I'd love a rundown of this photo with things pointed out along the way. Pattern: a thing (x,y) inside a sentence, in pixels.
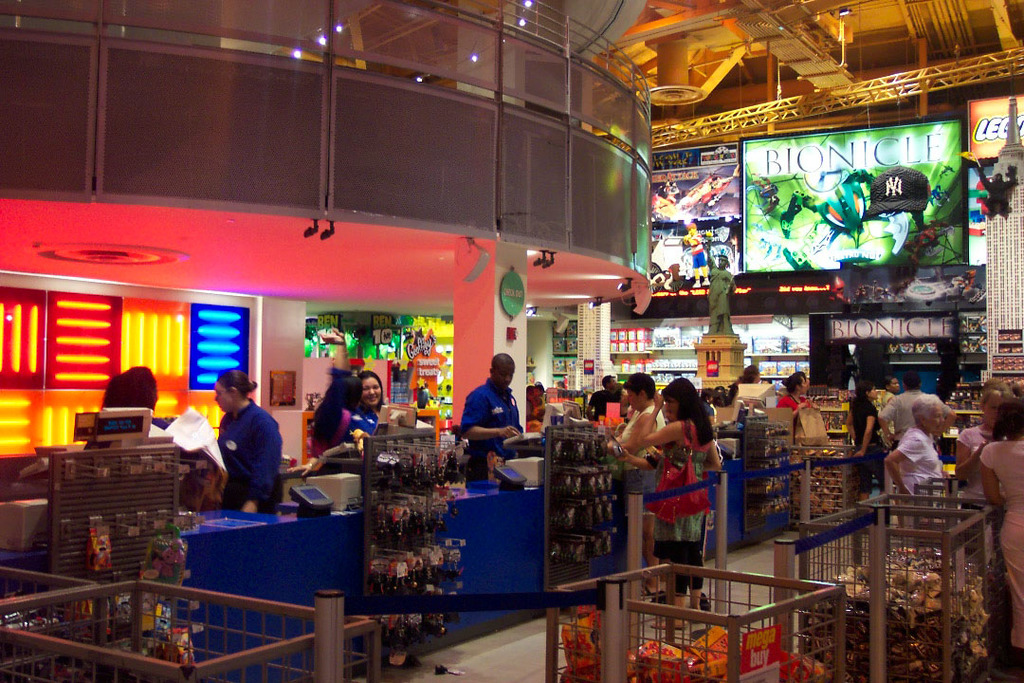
In this image we can see a store (279,505). In the store (242,476) there are people (370,426) standing on the floor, objects (159,539) arranged in the baskets (669,603) and hanged to the hooks (393,487), desktops (328,506), electric lights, iron grills (681,607) and display screens (806,203).
